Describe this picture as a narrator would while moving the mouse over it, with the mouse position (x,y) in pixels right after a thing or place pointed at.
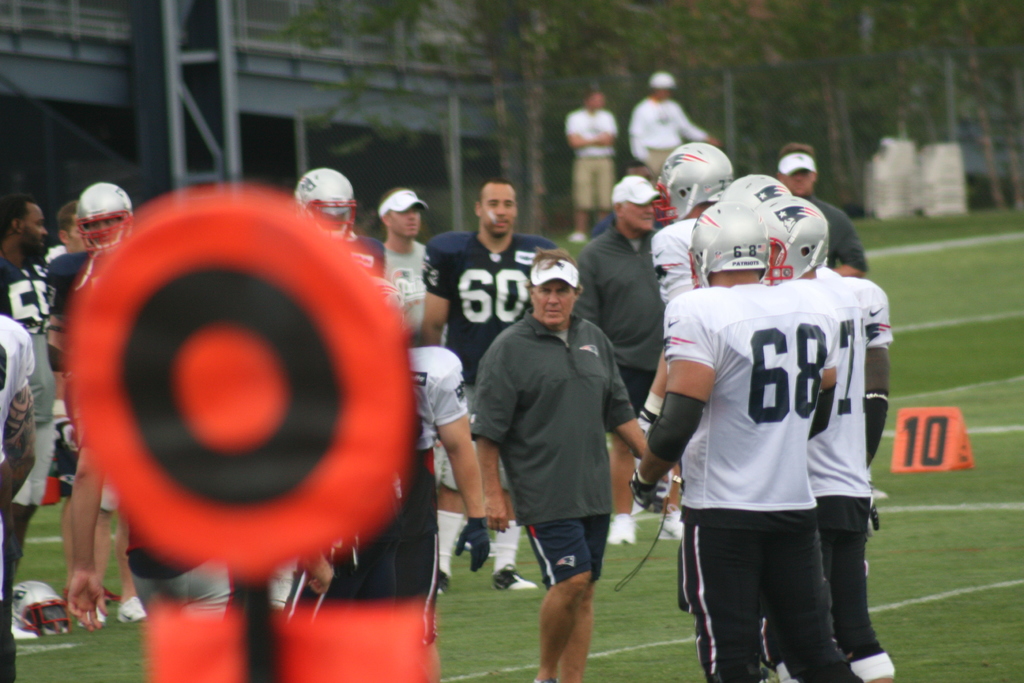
In this image there is a group of persons (489,319) standing as we can see in the middle of this image (471,438) and there is a ground (674,671) in the bottom of this image (665,614). There is a building (426,128) on the top of this image (300,78) and there are some trees (316,36) on the right side of this image (864,95). There is an object (285,402) in red color is on the left side of this image (228,398).
